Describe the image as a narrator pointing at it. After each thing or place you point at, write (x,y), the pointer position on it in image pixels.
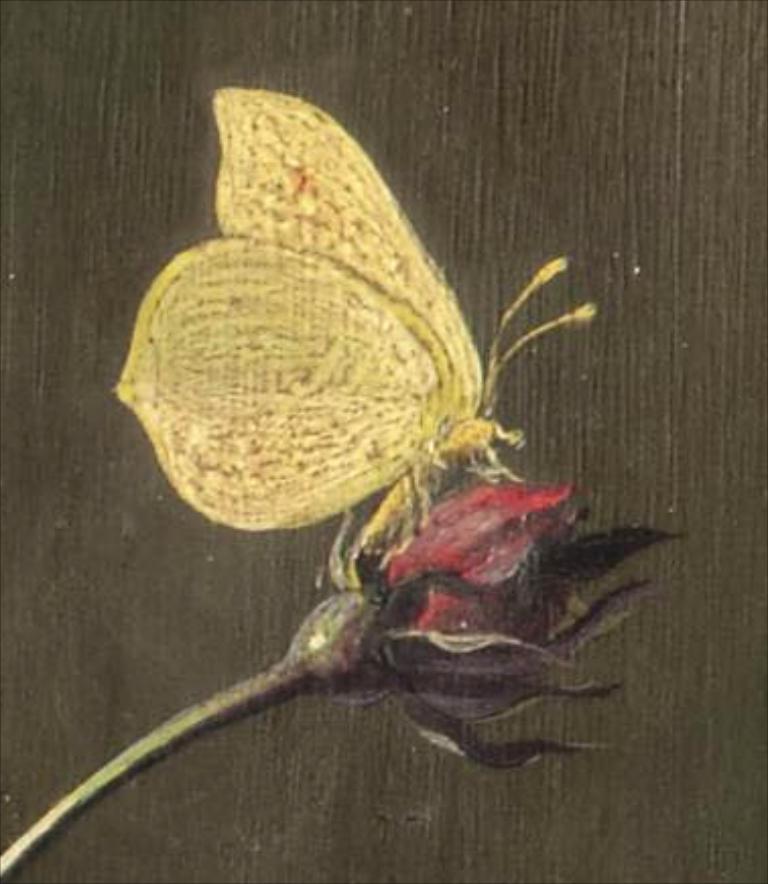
In this picture we can see a butterfly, flower (411,637) on the surface (753,263).
